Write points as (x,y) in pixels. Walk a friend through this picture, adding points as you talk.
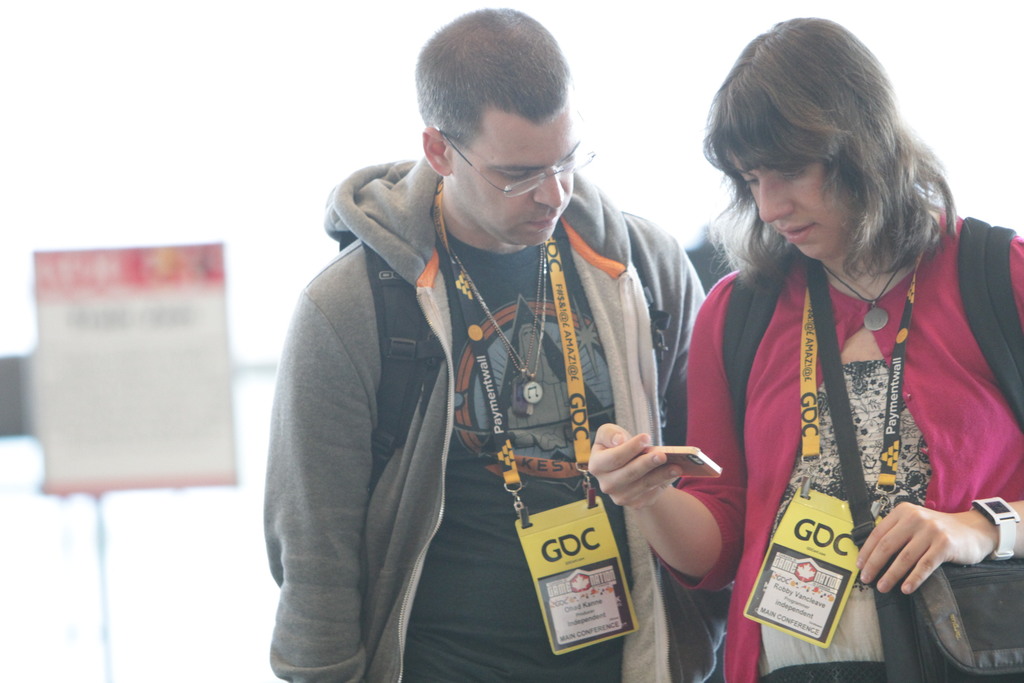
In this picture we can see two people (975,545) are standing and wearing id card (841,586), bags (997,272) and a man (554,500) is wearing a jacket (412,284) and a lady (816,460) is holding a mobile (686,474). On the left side of the image (206,424) we can see a board (137,312).
